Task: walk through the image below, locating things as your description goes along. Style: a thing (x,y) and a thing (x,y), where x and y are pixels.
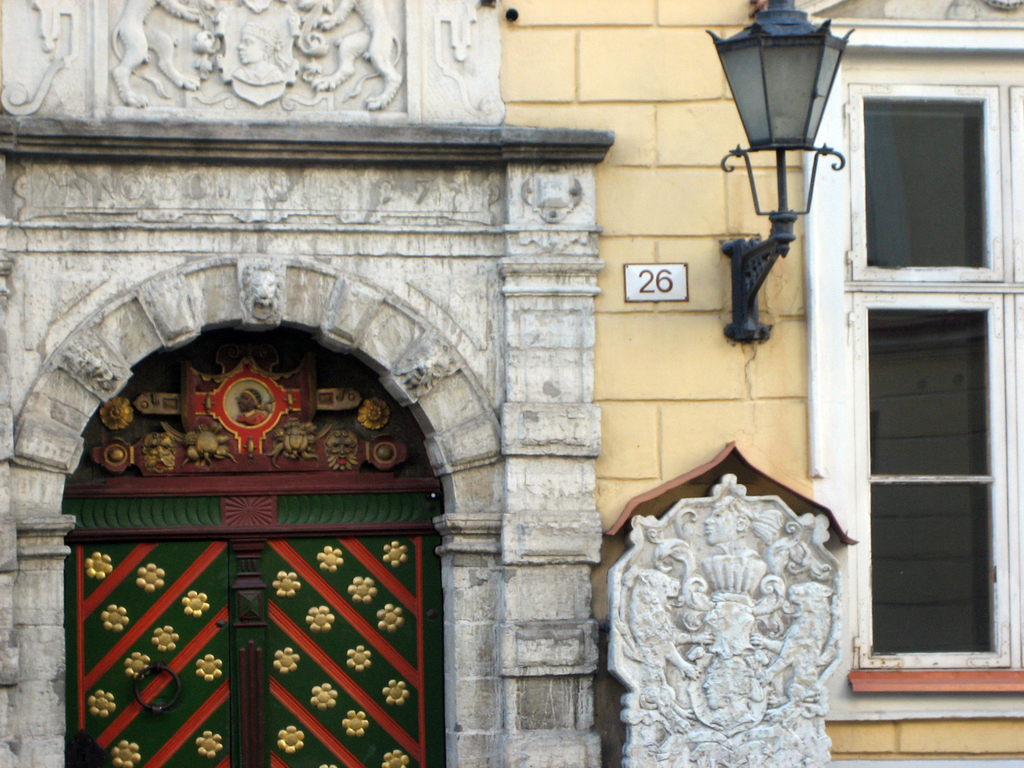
This is the picture of a place where we have a window (888,459), door (76,688), lamp (760,123) and some sculptures (644,624) to the wall (374,328).
